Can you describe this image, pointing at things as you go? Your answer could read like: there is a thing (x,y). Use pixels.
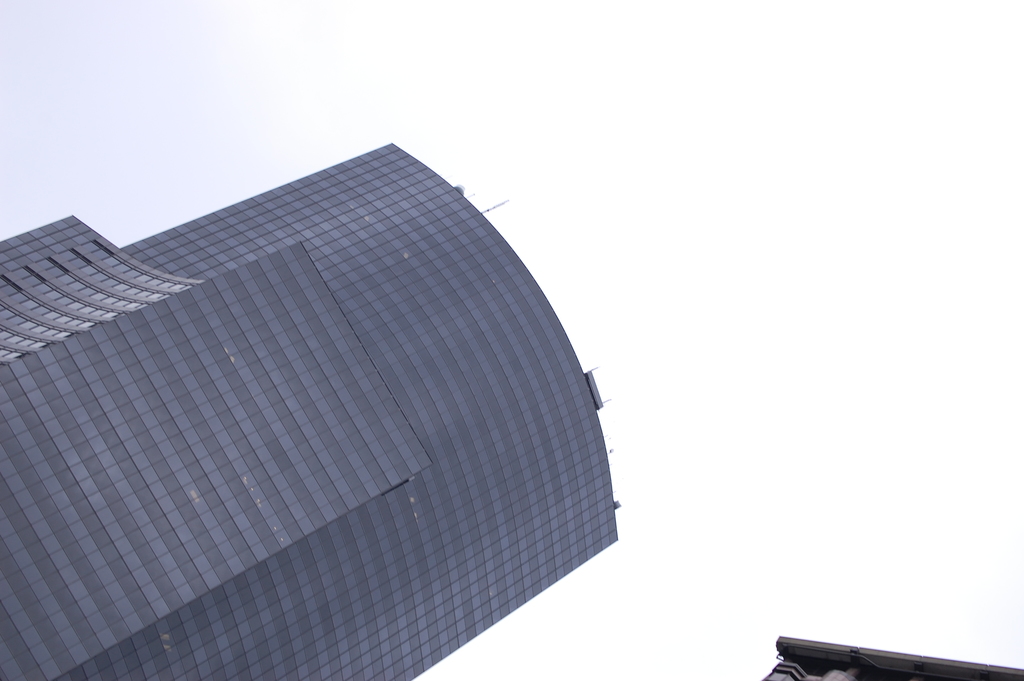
We can see building (445,278) and sky (580,129).
